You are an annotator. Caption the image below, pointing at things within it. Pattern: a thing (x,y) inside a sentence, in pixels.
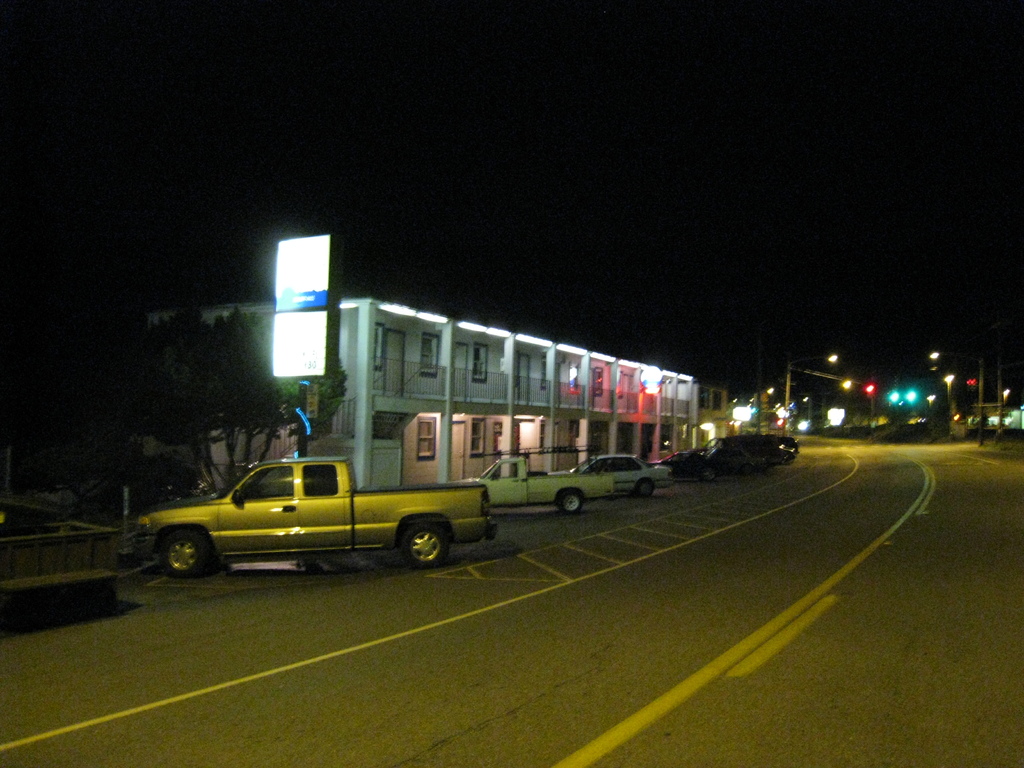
In this picture we can see vehicles (519,499) parked on the road (570,521). In front of the vehicles (448,521), there is a building (417,402) and there is a pole (302,422) with a board (295,361) attached to it. On the left side of the image (289,408), there are trees (232,441). On the right side of the image (903,402), there are poles (786,396) with lights (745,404). Behind the building (545,395), there is a dark background (1015,206).
